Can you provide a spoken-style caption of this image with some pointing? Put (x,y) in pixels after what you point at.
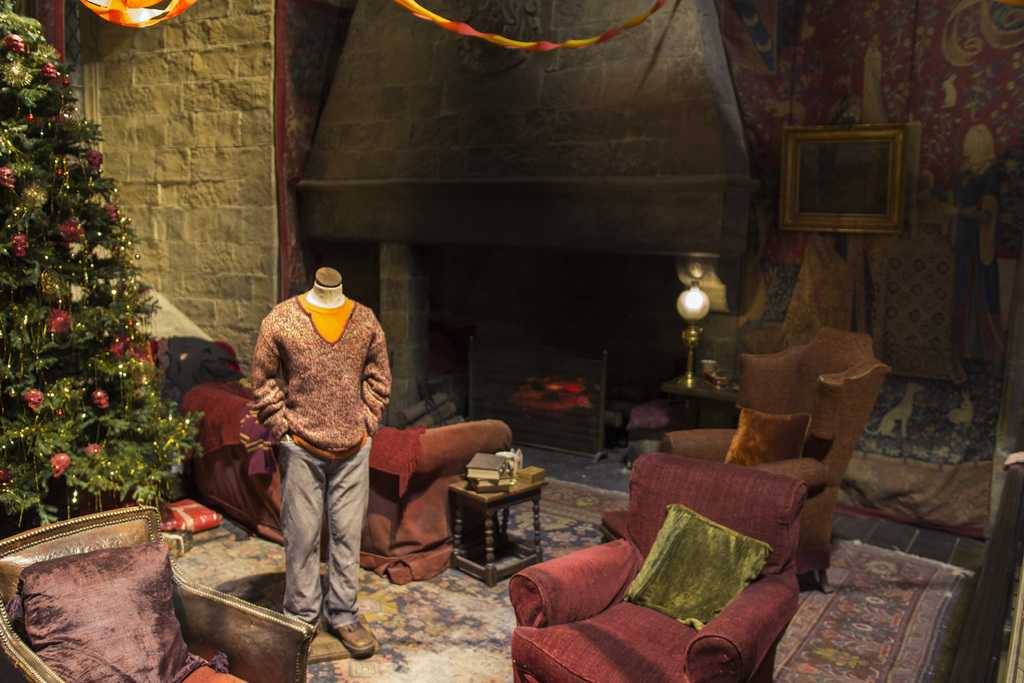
There are three chairs (614,619) with cushions (665,561) on it. Here is a small table (488,499) with books (491,485) and a white color object (515,452) on it. This looks like a couch (253,487). At the left corner (117,443) I can see a Christmas tree (24,279) which is decorated. This looks like a mannequin (355,492) without head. I think this is a fireplace (555,338). This is a frame (873,168) attached to the wall (937,153). This is a lamp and few objects (704,368) placed on the table (700,396). I can see carpet (429,656) placed on the floor (451,662). This is the wall (135,131).
